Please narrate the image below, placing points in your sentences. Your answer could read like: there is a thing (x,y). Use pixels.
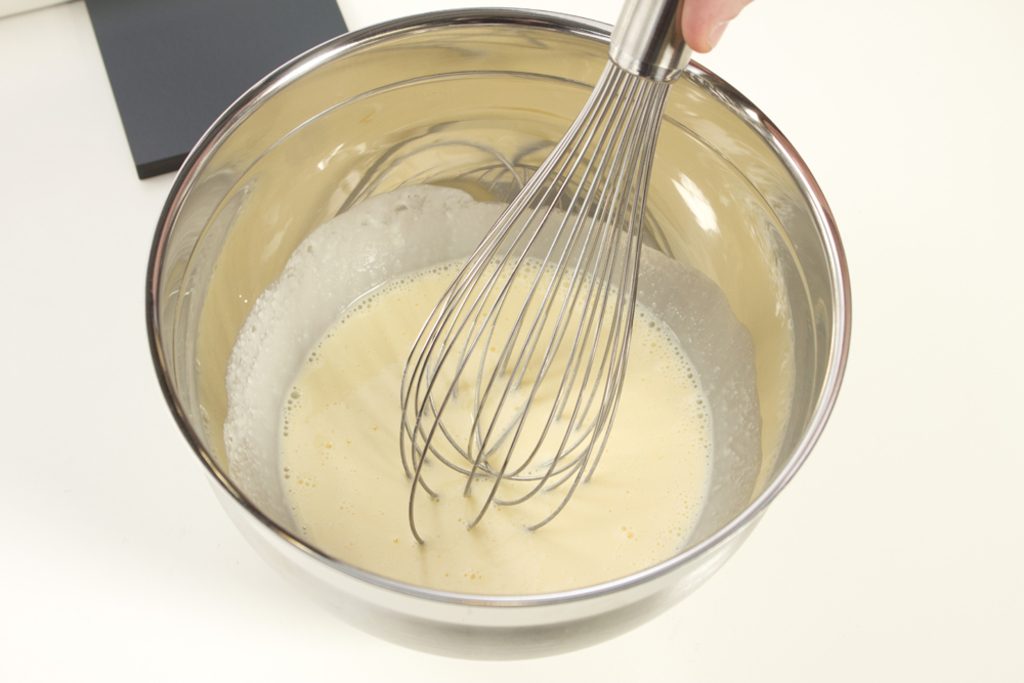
In this image, we can see a bowl (766,395) with some liquid (423,476). Here we can see a human finger (709,30) is holding, whisk (637,96). This bowl (726,445) is placed on a white surface (170,496). Top of the image (221,92), we can see some black color object (199,68) here.
